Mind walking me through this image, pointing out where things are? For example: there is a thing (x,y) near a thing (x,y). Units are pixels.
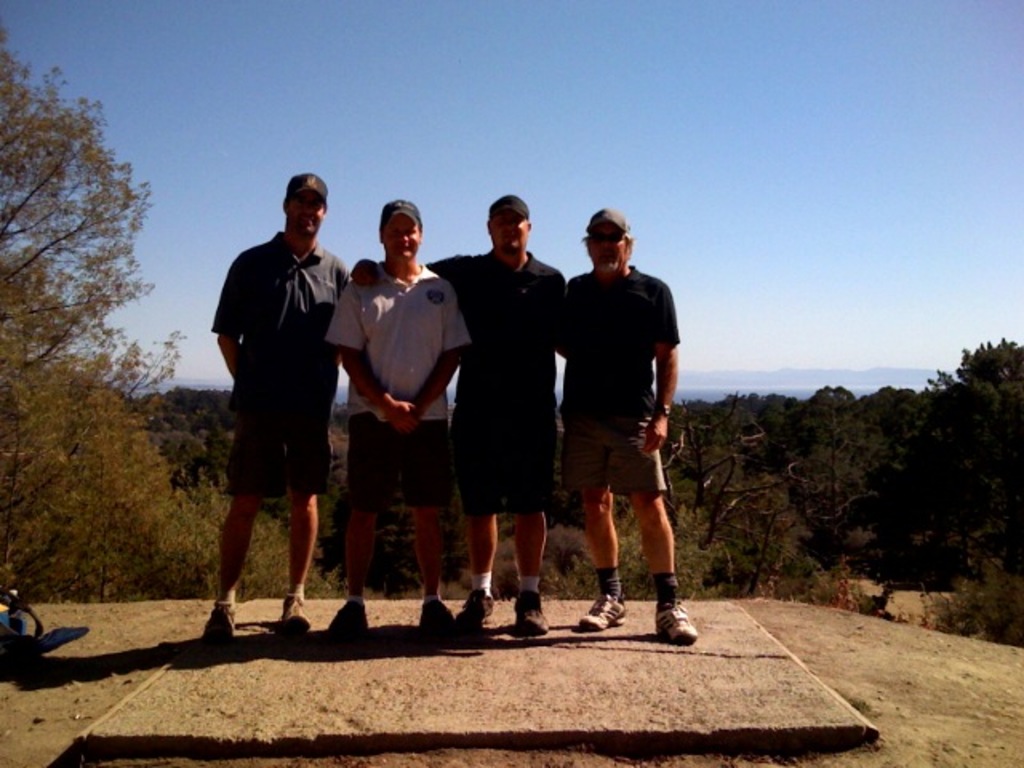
In the center of the image (488,390) we can see men (313,447) standing on the ground (615,693). In the background (964,532) we can see trees (910,550), water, hills (880,376) and sky (483,79).
